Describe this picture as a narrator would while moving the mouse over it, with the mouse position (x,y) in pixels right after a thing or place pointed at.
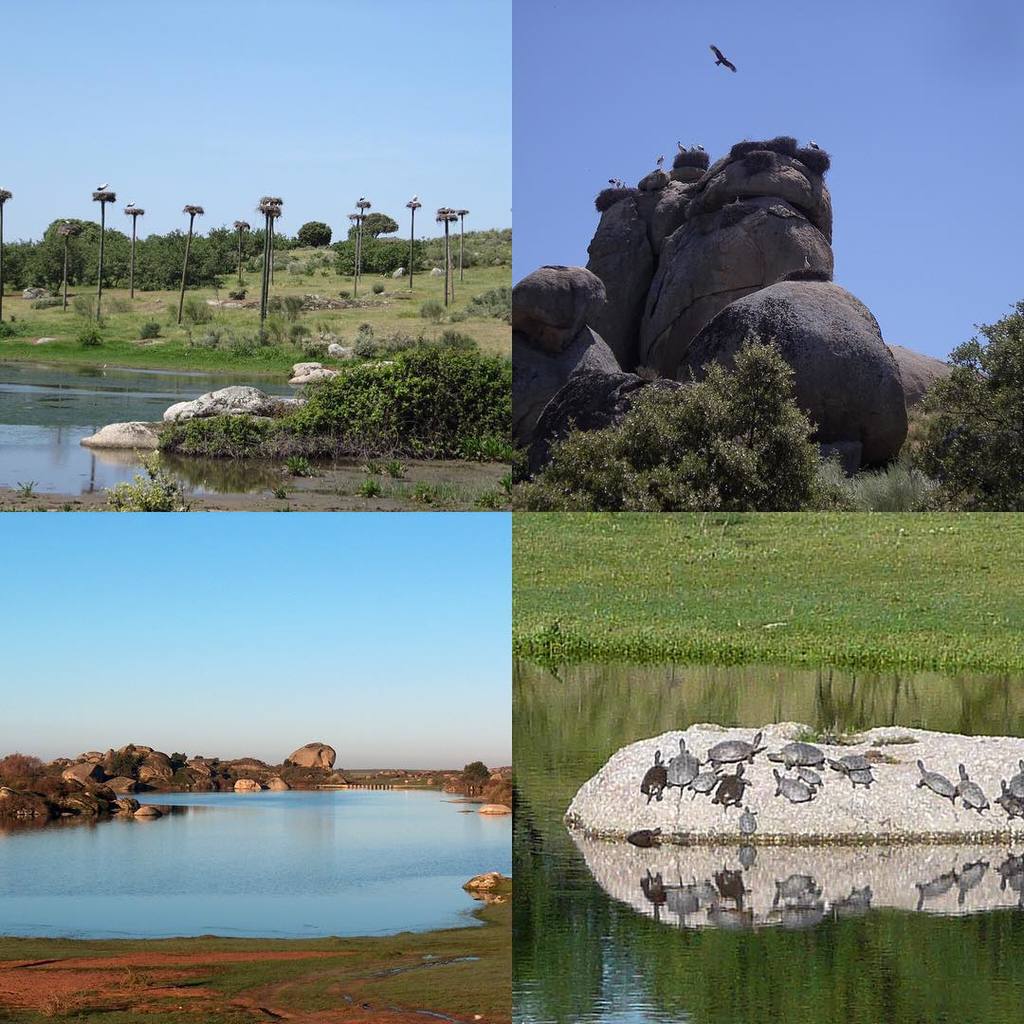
This is a collage image and here we can see trees (244,249), rocks (700,754), plants (439,424) and some tortoises (731,780) on the stone (711,804) and there is water (449,884). At the top (734,67), there is a bird (716,48) flying in the sky (769,70).
